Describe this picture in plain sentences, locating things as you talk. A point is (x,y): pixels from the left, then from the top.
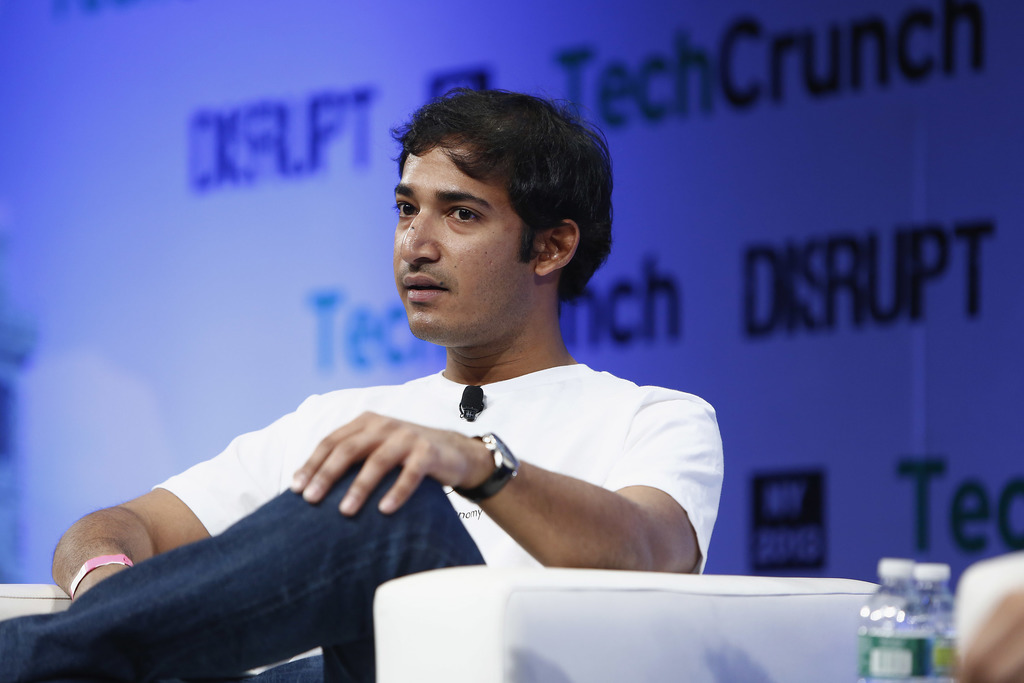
Here we can see a man (567,471) sitting on a chair (643,611) and he has a watch (491,489) on his hand (476,476), here we can see bottles (938,604) placed and the back side we can see banner (886,351) something written on it
